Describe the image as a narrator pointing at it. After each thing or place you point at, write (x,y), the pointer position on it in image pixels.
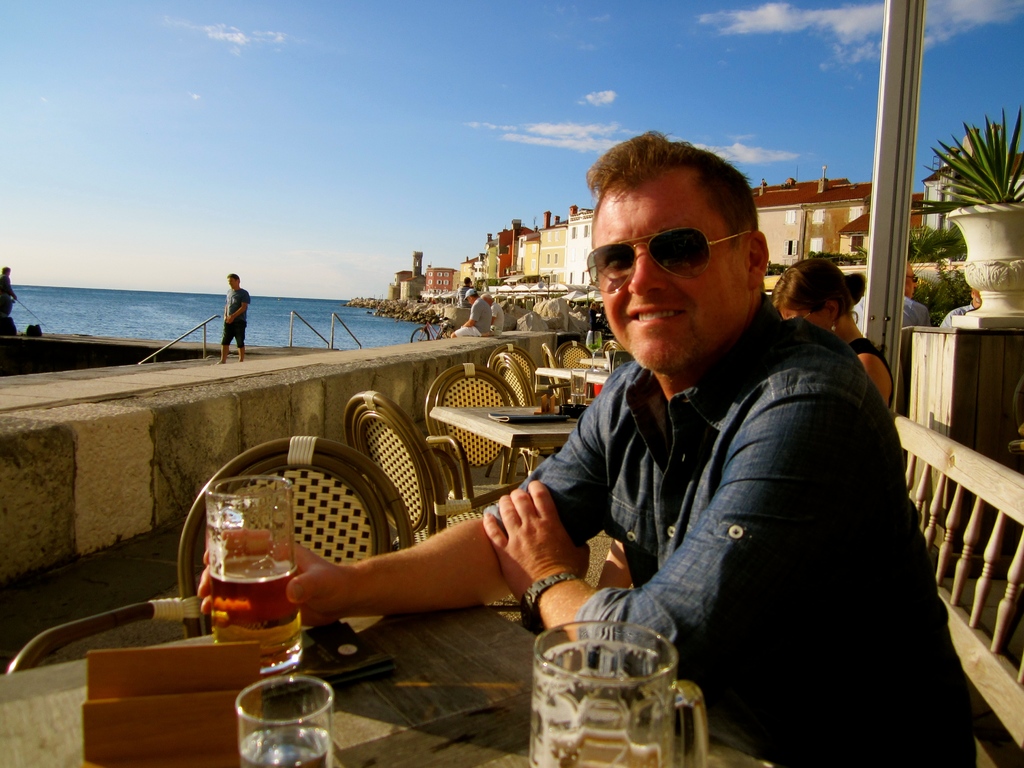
This image is taken outdoors. At the top of the image (243,88) there is a sky (734,86) with clouds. In the background (87,313) there are a few houses (831,202) and buildings (500,245) and there is a sea (73,301). On the right side of the image (757,395) a man (695,430) and a woman (797,276) are sitting on the chairs (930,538) and there are a few tables (455,651) with many things (336,670) on them. There is a plant (965,196) in the pot (989,297) and a man (918,303) is standing on the floor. On the left side of the image (227,324) a man (241,301) is walking on the sidewalk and a man (494,324) is sitting on the wall (493,340).
